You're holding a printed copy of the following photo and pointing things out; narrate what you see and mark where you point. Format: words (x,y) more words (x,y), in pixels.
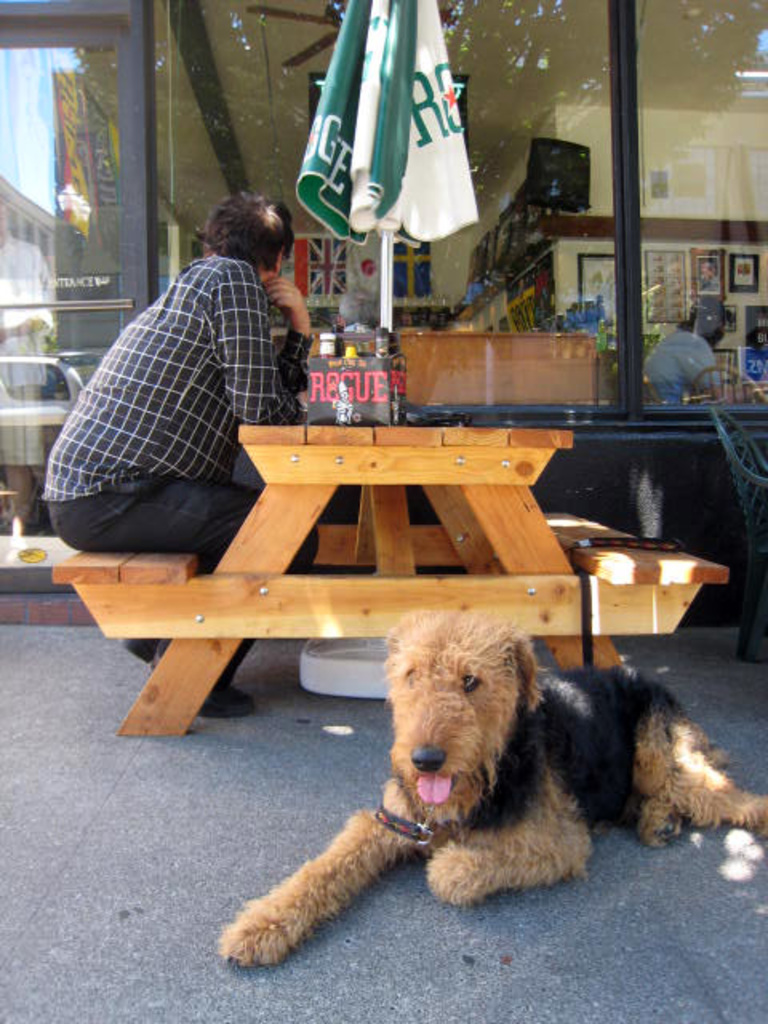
In Front (449,710) portion of the picture we can see a dog (503,759) sitting on the floor (608,967). We can see a man (231,366) sitting on a bench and there is a table (422,473). Through glass window (505,190) we can see frames (679,278) over a wall (688,314), person (670,361), flags (313,280). This is an umbrella (372,206).
